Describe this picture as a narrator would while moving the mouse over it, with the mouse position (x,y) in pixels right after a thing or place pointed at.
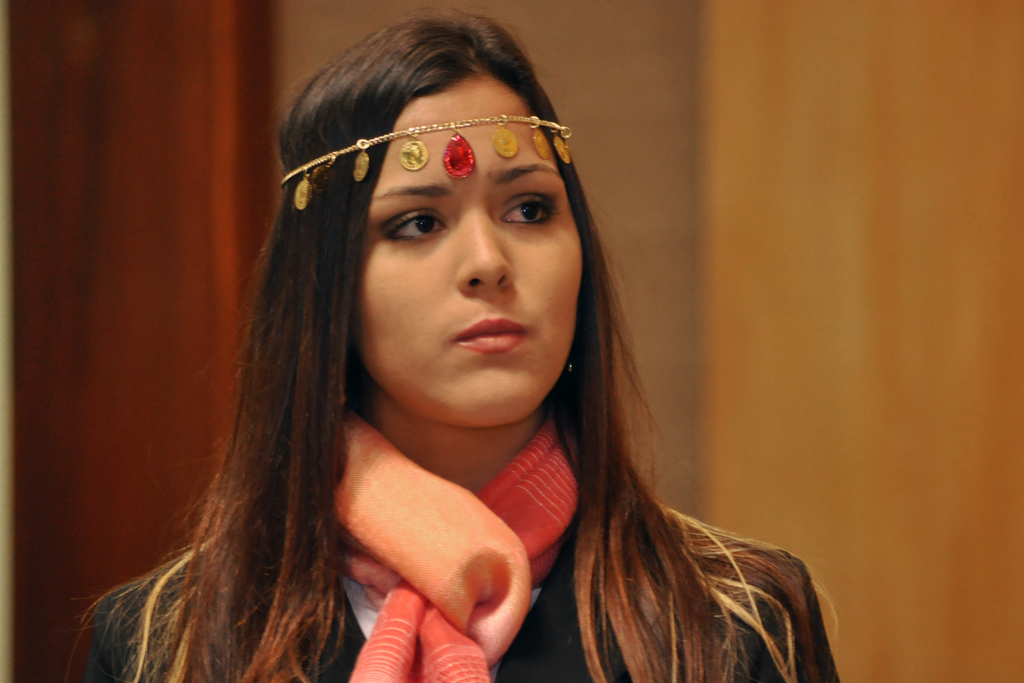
In this image there is a woman (469,325) staring at something.
